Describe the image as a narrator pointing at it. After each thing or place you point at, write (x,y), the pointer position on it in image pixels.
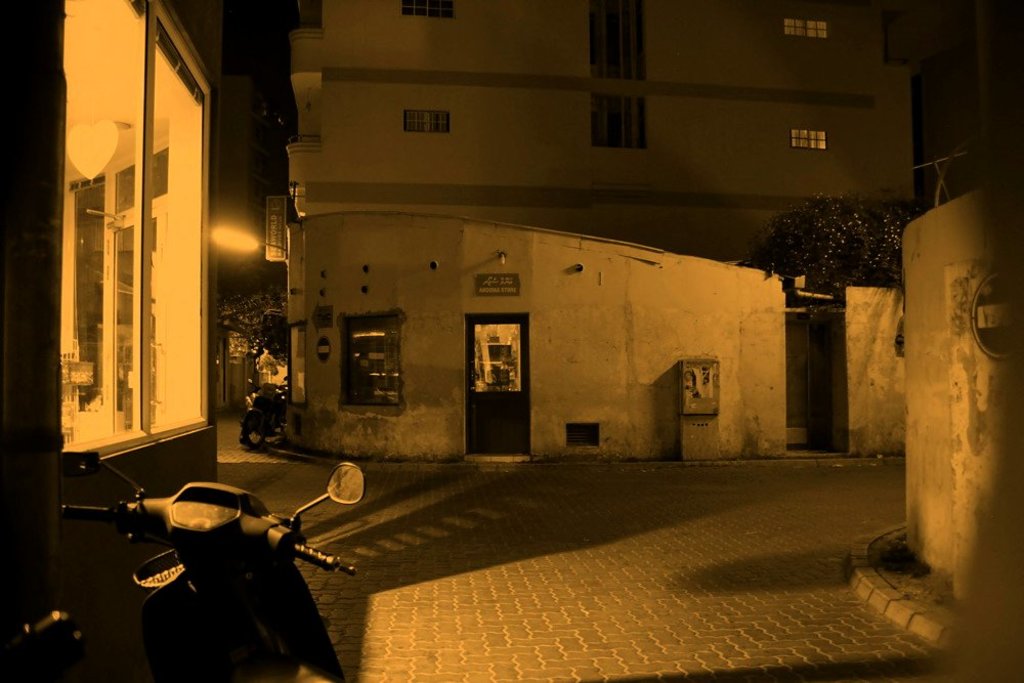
In this image I can see motorcycle (242,631) at the front (170,602). There are buildings (452,453) and trees (261,292).
